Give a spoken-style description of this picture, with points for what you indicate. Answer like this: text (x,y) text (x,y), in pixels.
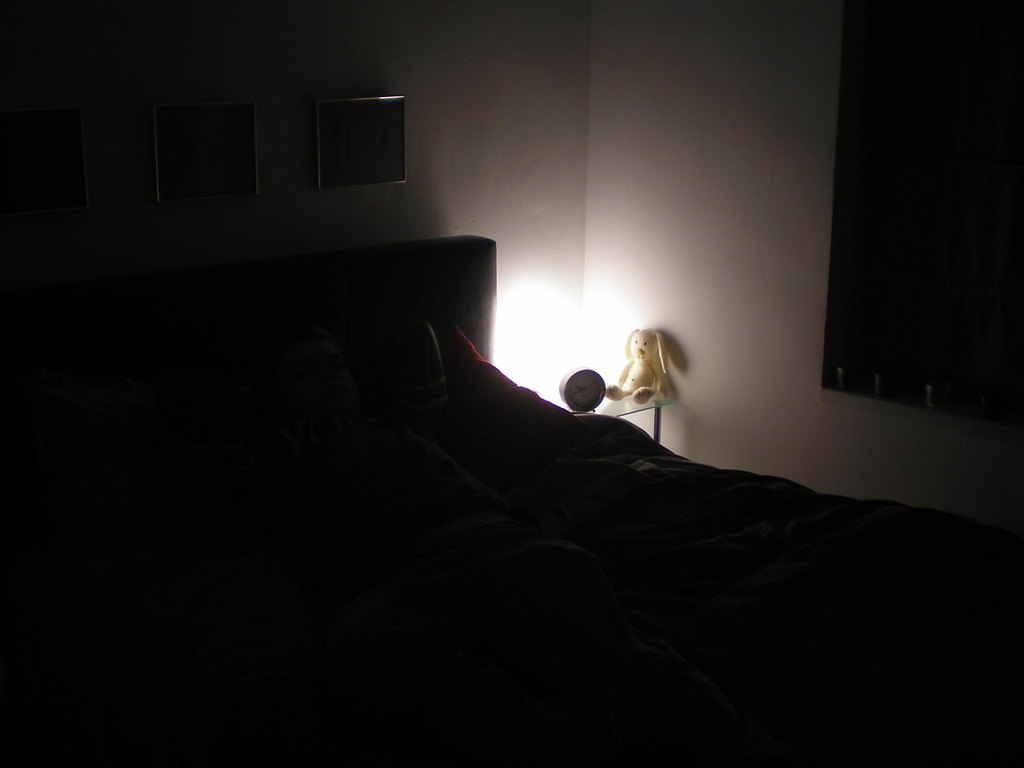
In this image we can see there is a bed (554,606), there are pillows (411,382) on it, there is a light (548,333), soft toy (632,388) on the table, at the back (636,282) there are photo frames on a wall (269,86).
